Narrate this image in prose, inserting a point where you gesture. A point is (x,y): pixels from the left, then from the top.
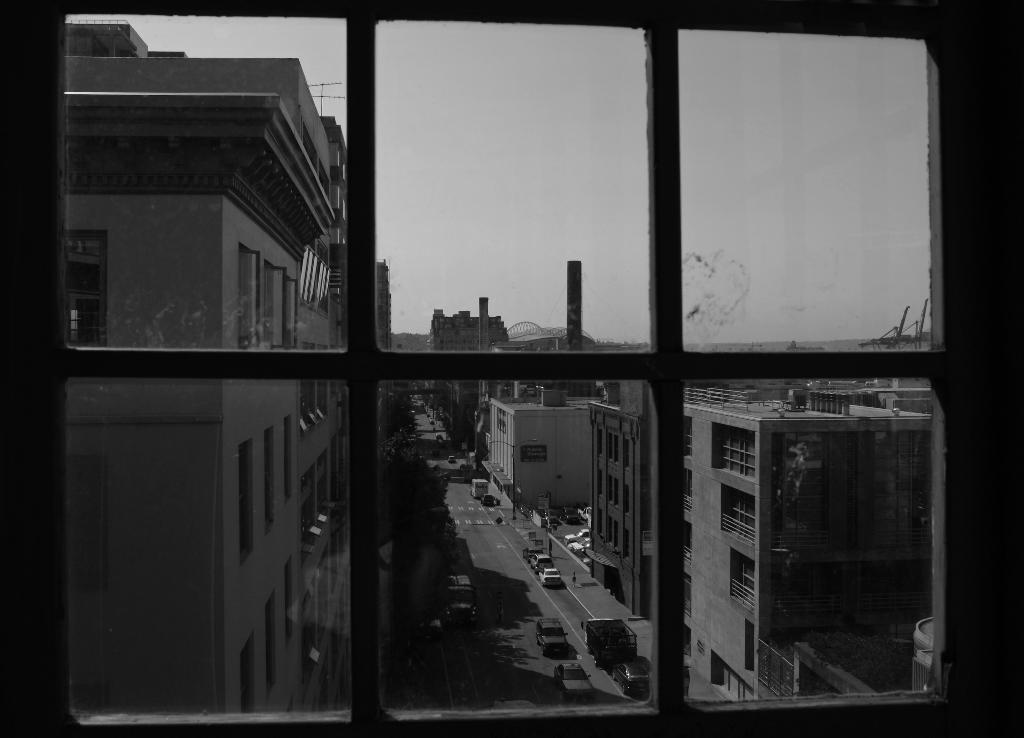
In the image we can see a glass window (342,135). Through the glass window (242,723) we can see some buildings (242,231) and vehicles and poles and sky (421,81).
